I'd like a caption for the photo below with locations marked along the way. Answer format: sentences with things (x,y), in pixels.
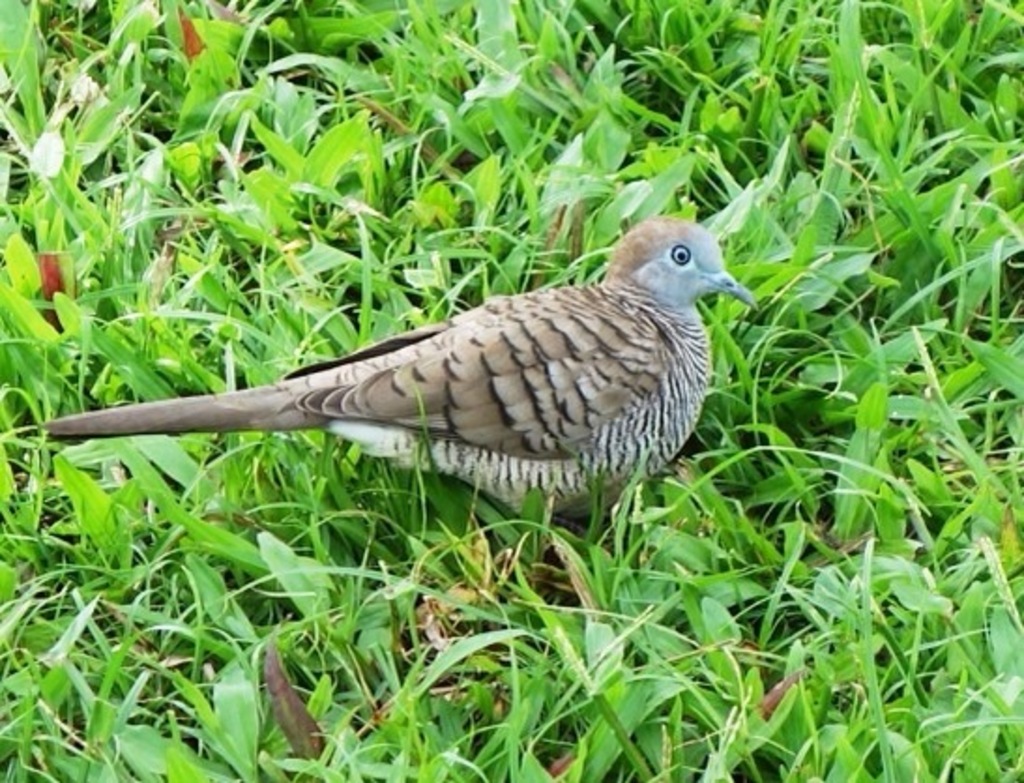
In the image in the center (648,488) we can see grass (238,331). On the grass (615,532), we can see one bird (563,377), which is in ash and white color.
